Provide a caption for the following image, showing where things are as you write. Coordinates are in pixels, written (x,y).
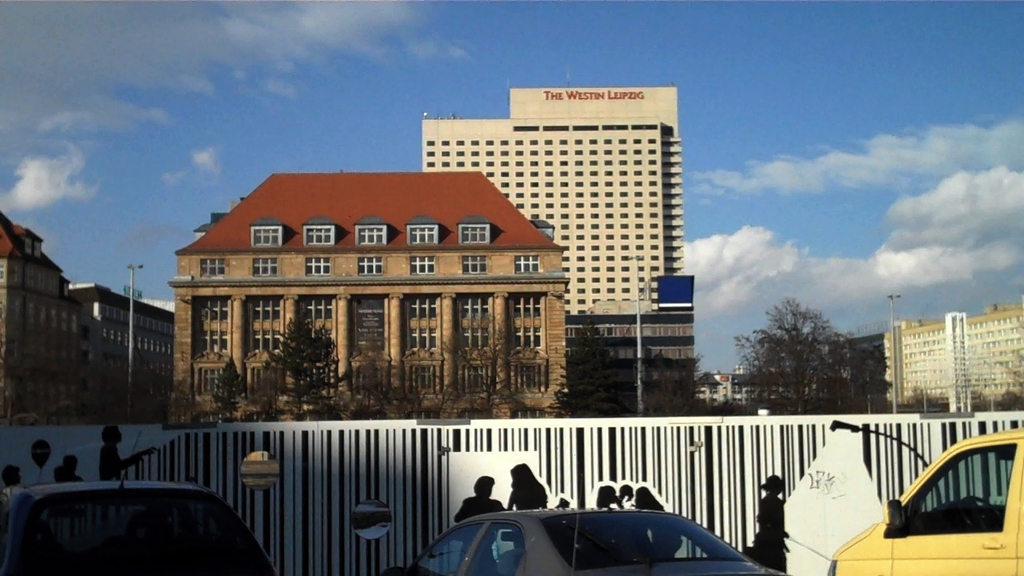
In this image I can see few vehicles (196,564), the wall (693,464), some painting (630,460) on the wall (339,477), few poles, few trees (283,394) and few buildings (614,352). In the background (781,307) I can see the sky (717,188).
